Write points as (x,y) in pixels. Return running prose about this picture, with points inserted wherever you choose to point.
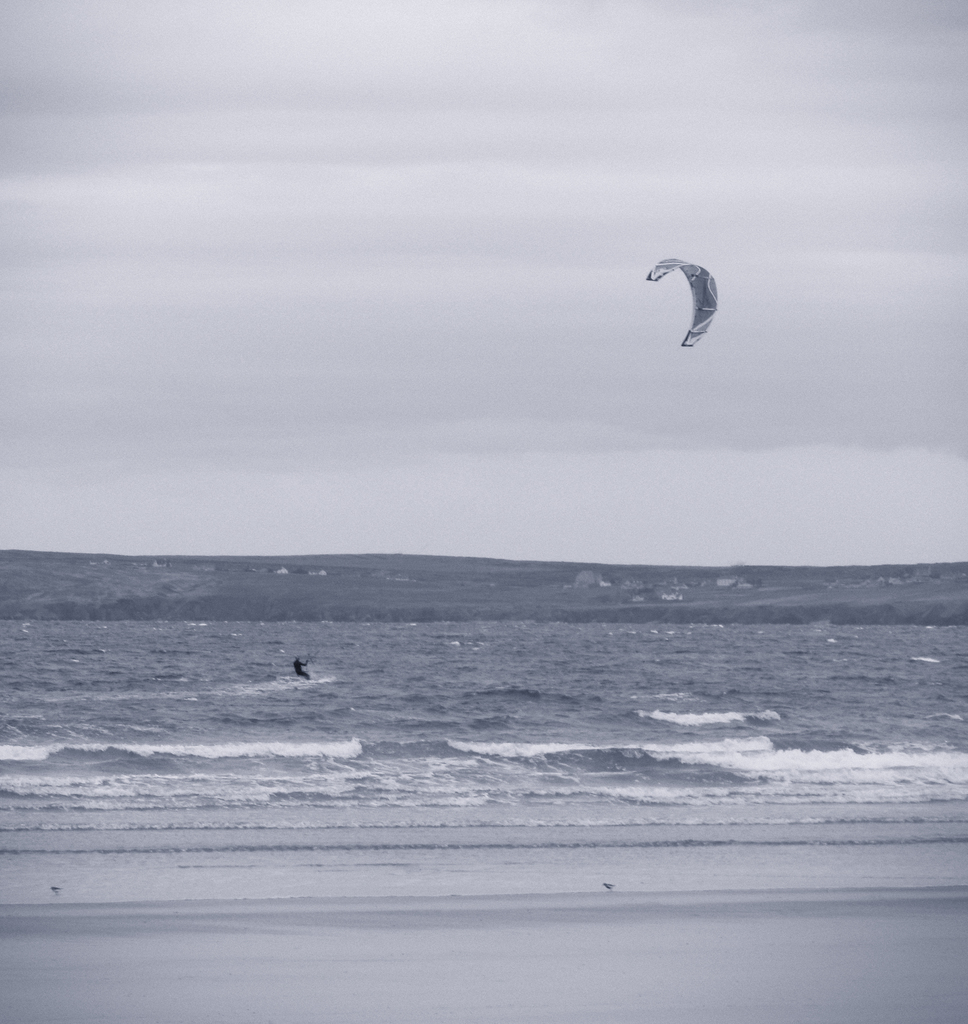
In this image there is a person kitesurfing in the sea (280,711).
